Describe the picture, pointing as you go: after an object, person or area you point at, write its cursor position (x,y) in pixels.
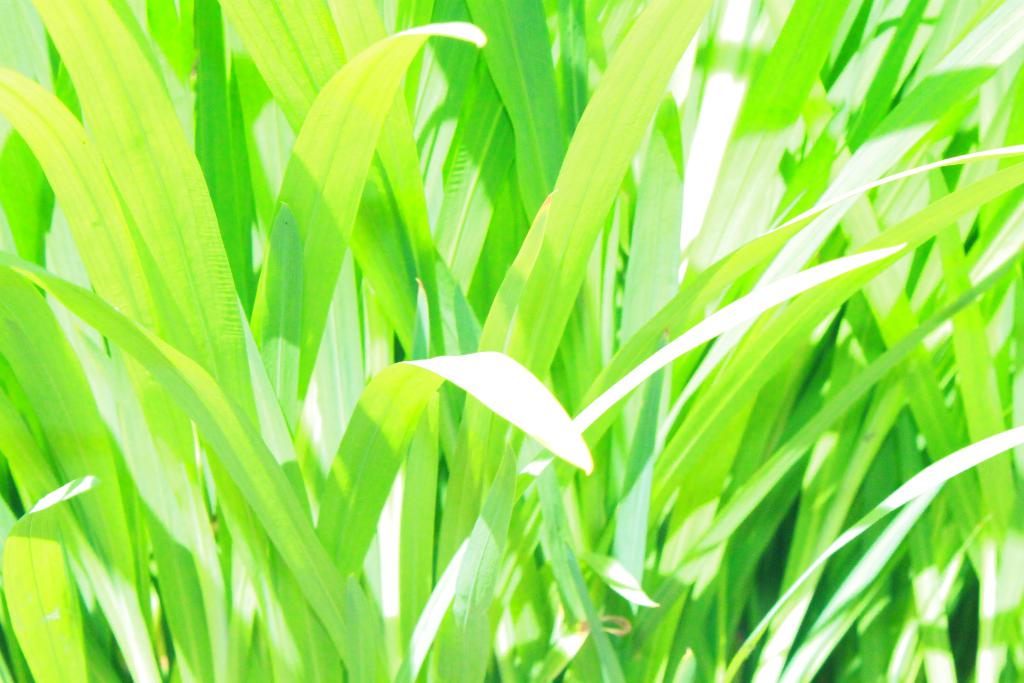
In this image we can see plants (531,447).
